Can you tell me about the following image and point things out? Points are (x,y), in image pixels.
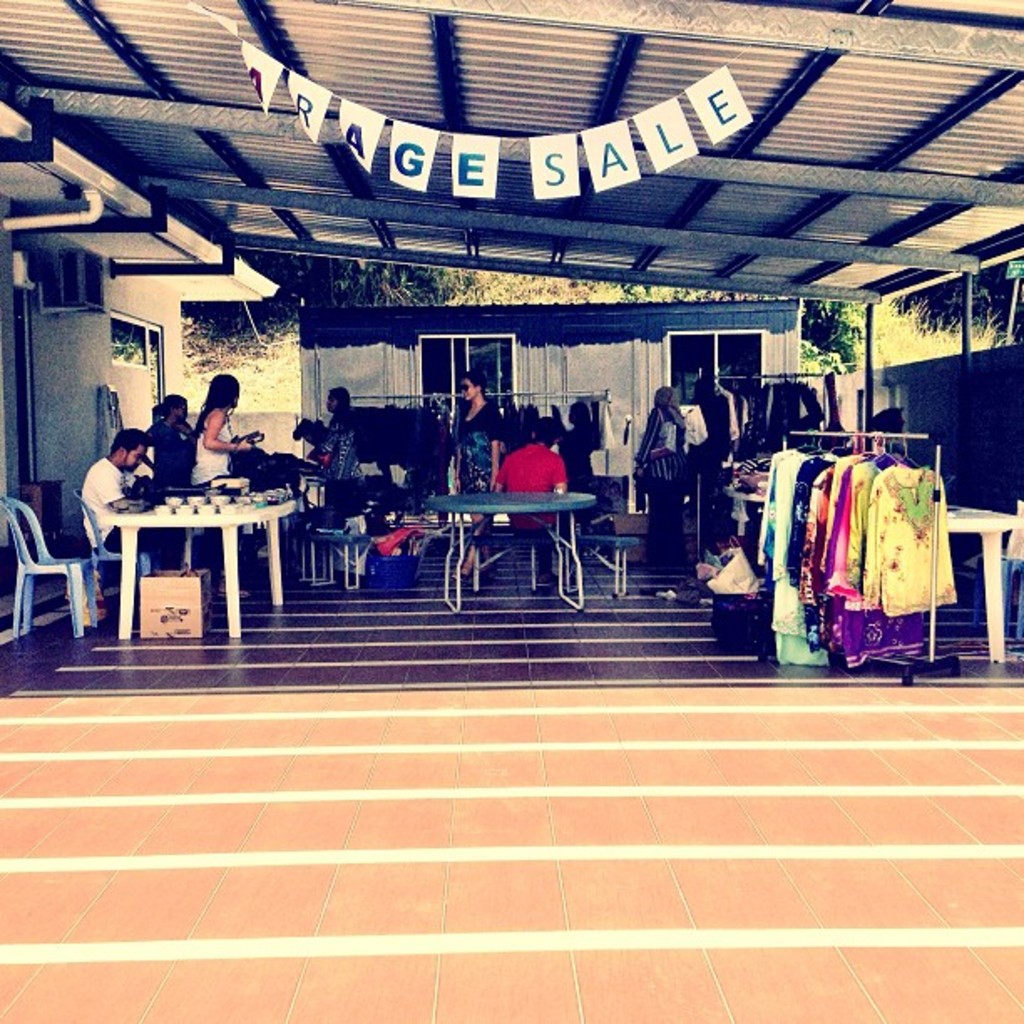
In this image I can see people (223,399) where two are sitting and rest all are standing. I can also see few tables (247,510), chairs (64,568), clothes (821,547) and number of trees (464,295).
